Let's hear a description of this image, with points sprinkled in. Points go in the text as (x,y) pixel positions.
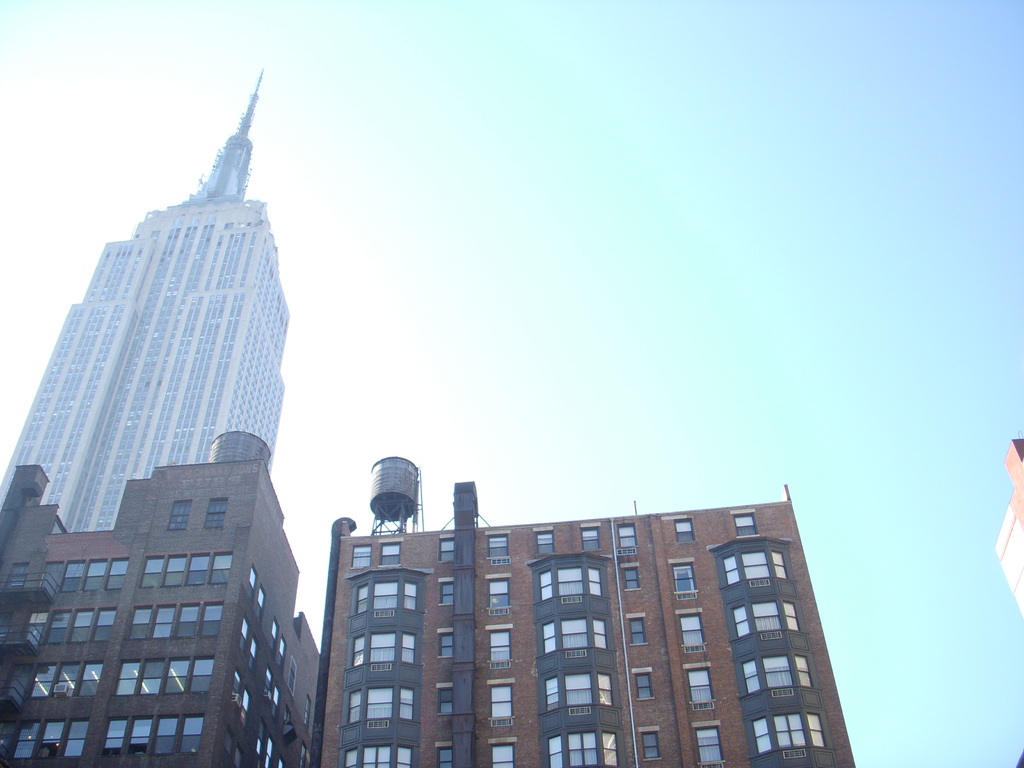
There are buildings (187,619) having glass windows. In the background (347,327), there is blue sky (482,215).
